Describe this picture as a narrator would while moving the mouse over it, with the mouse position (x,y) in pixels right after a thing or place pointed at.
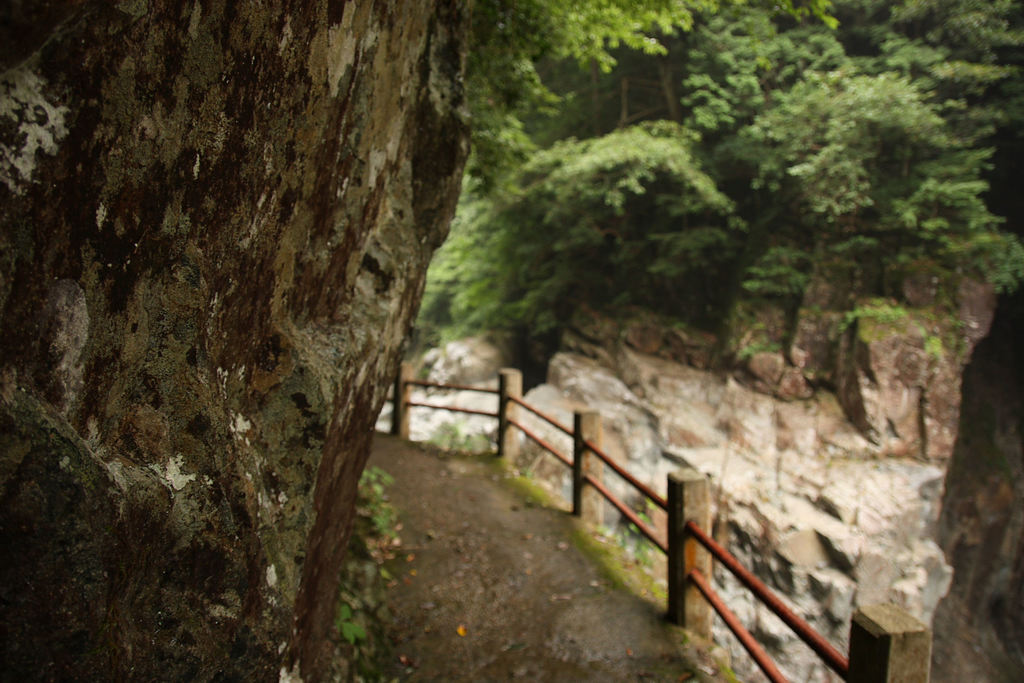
On the left of the image (288,322) there is a rock (246,407). On the right side (829,646) we can see fencing (675,574). In the background (727,381) there is a hill (721,388) and trees (631,172).
